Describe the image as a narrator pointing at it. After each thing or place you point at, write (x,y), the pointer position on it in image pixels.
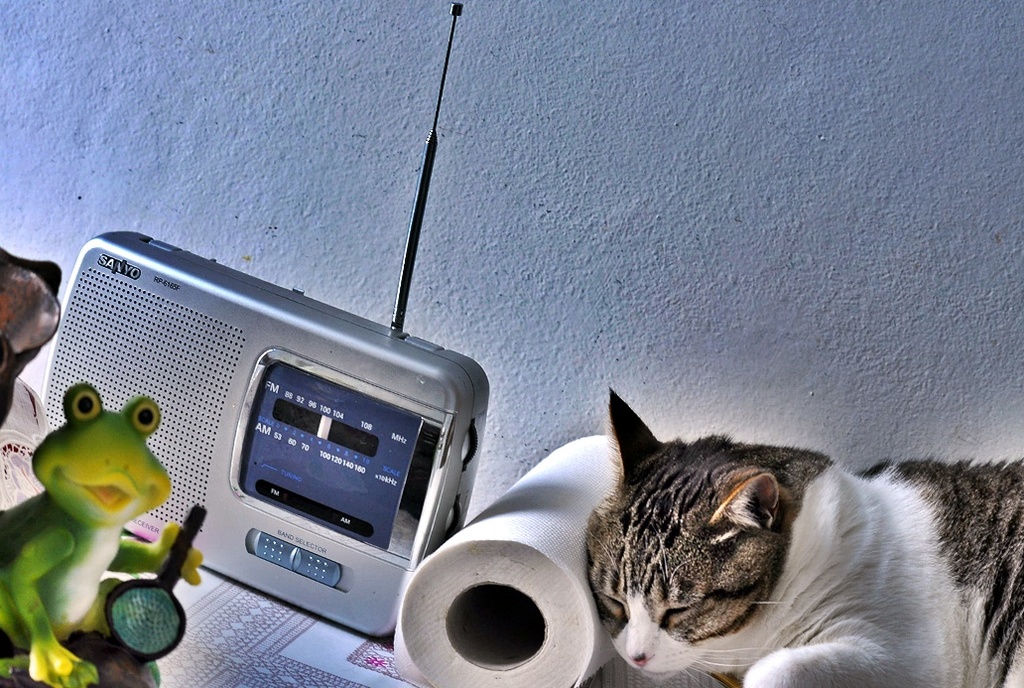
In this image we can see a cat (755,576), radio (228,498), toy (110,565) and some other objects (518,569), in the background (561,139) we can see the wall (763,214).
